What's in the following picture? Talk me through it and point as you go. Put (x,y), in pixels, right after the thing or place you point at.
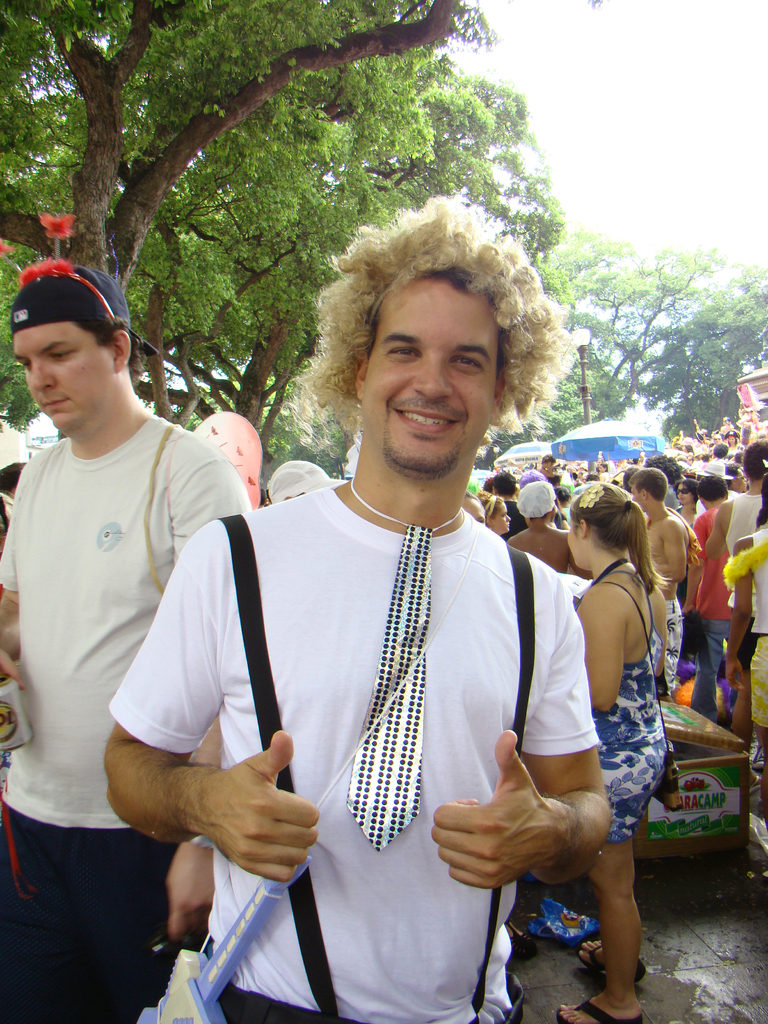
In this image, we can see a man (328,663) wearing suspenders (314,950) and tie (395,674) and there is an another person (120,469) wearing a cap (51,319) and holding an object (5,733). In the background (605,272), there are many people (704,480) and trees (248,117) and we can see a box (686,791) and tents (607,448).
